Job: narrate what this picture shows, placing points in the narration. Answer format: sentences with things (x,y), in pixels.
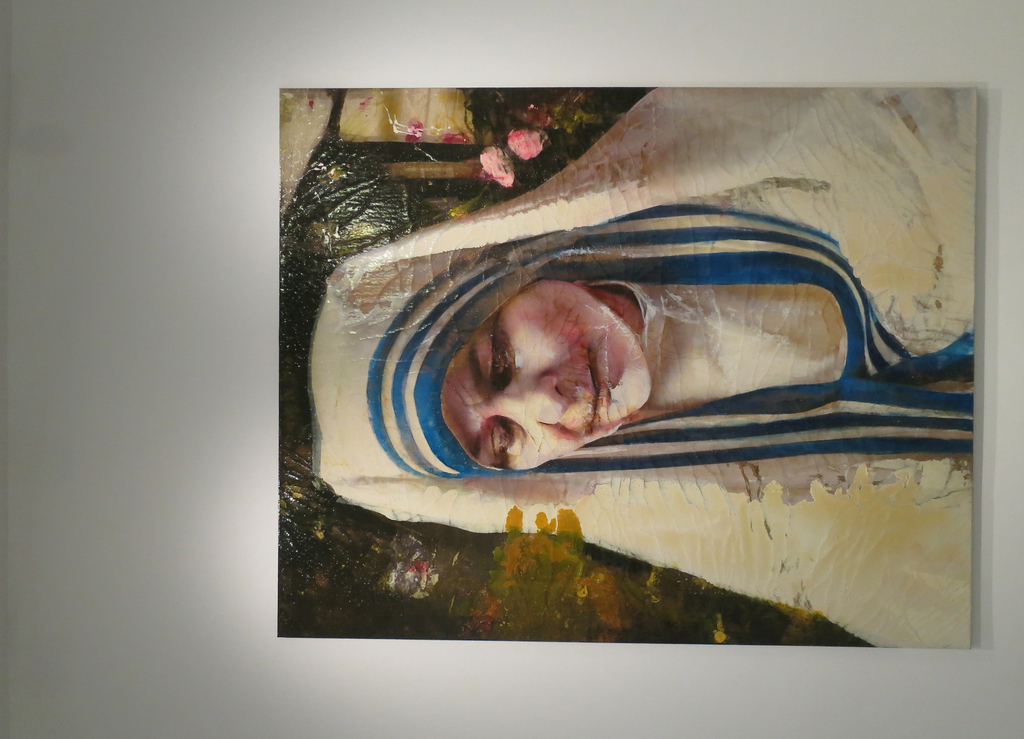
In this picture we can see the painting (516,425) of a woman (525,345) on the board (459,241) and the board (397,365) is on the white object (118,602).
